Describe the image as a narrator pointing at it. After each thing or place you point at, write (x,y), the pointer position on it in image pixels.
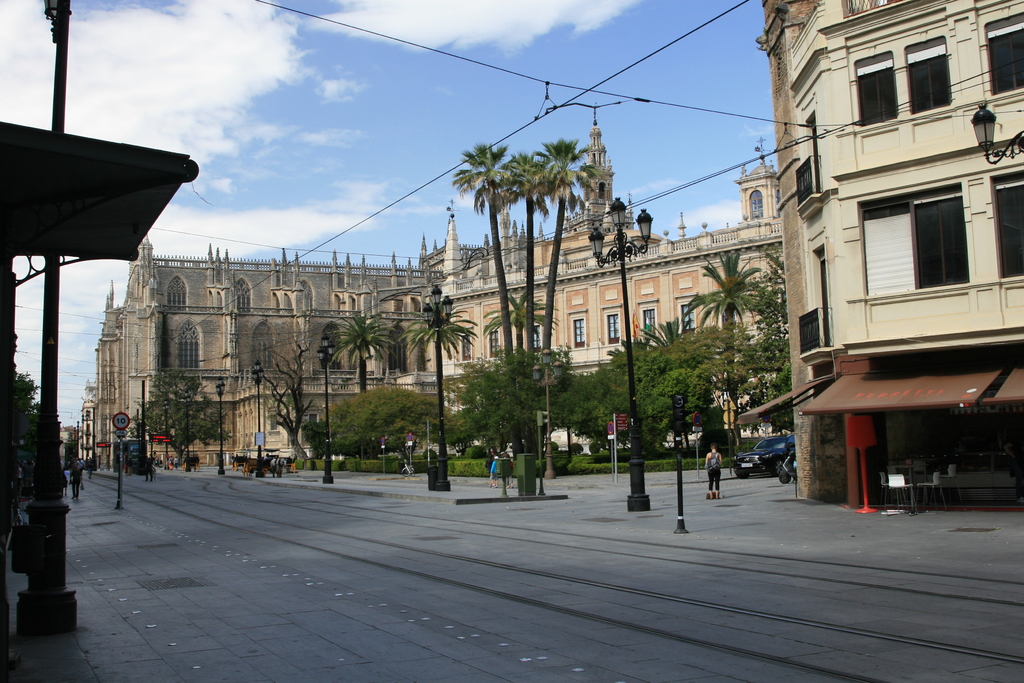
In this picture we can see a signboard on a pole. There are few street lights (259,399), trees (395,402) and buildings (887,289) in the background (266,273). Some wires (729,169) are visible on top. Sky (290,35) is blue in color and cloudy.
